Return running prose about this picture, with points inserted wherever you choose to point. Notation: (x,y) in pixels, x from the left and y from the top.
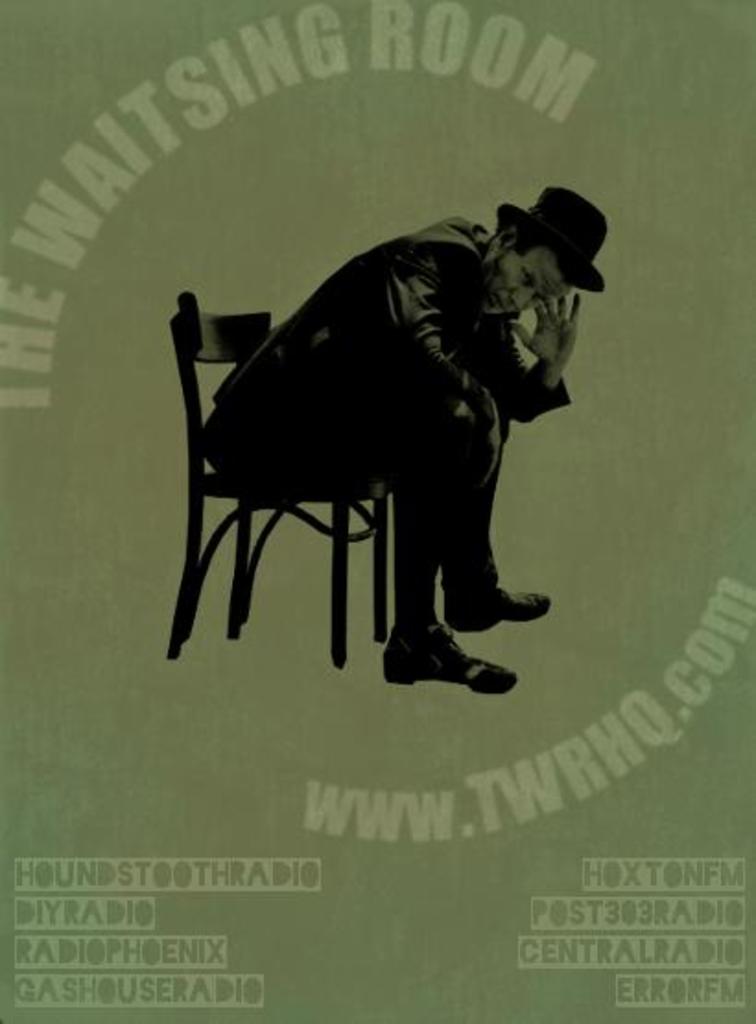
In this image we can see an advertisement (502,823) and a person (309,472) sitting on the chair (364,500) in the advertisement (334,494).
